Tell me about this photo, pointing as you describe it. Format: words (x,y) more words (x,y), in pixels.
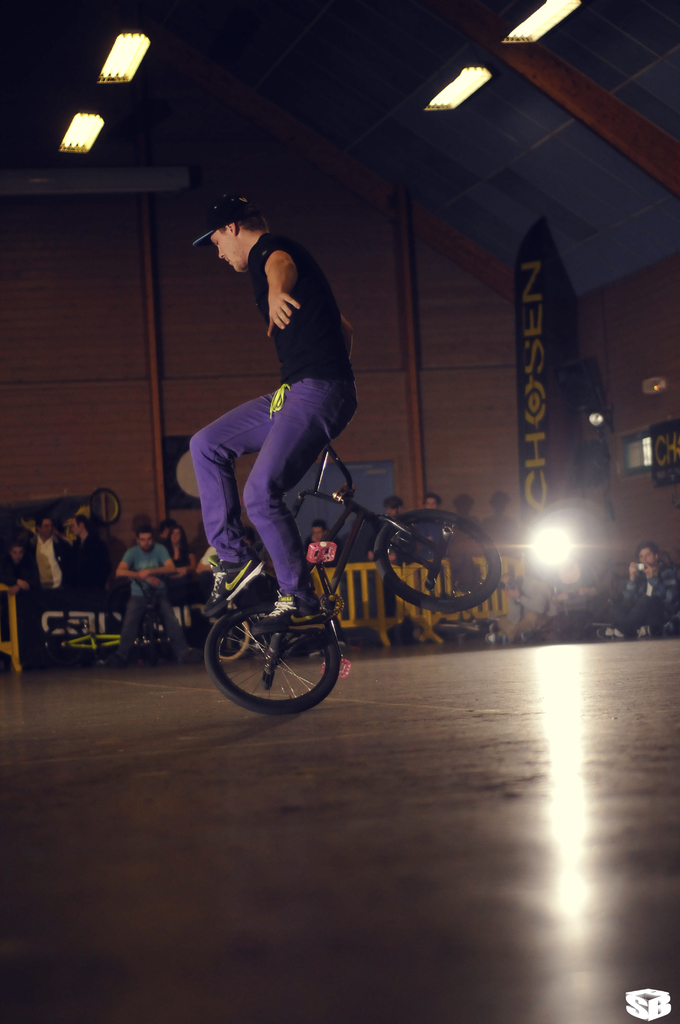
In this image there are people (99,554), lights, railing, banners (535,498), floor (613,1002), bicycle (447,595) and objects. Among them one person (344,333) is standing on the bicycle (318,496).
